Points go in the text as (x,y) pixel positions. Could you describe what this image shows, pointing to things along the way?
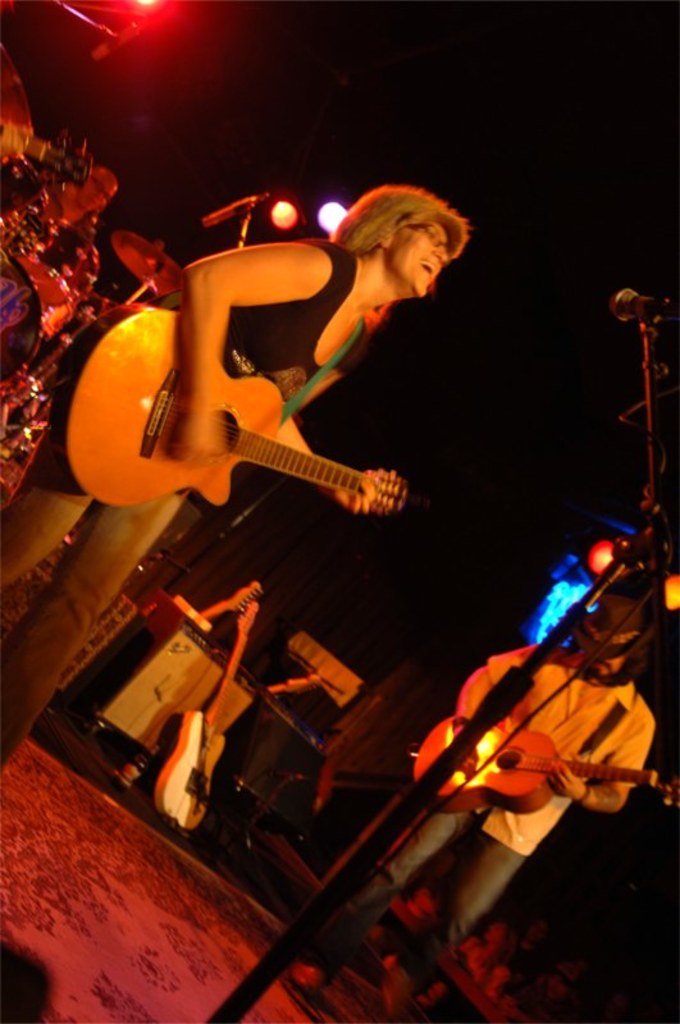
This picture is clicked in a musical concert. Woman (146,534) in black t-shirt (267,339) is holding guitar (225,417) in her hands (385,476) and playing it and she is even singing. Man (519,663) on the right corner (526,716) who is wearing white shirt (533,699) is also holding guitar (526,732) in his hands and playing it. In front of the picture, we see microphone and behind them, we see guitar (192,778) placed on the stage (223,785).
